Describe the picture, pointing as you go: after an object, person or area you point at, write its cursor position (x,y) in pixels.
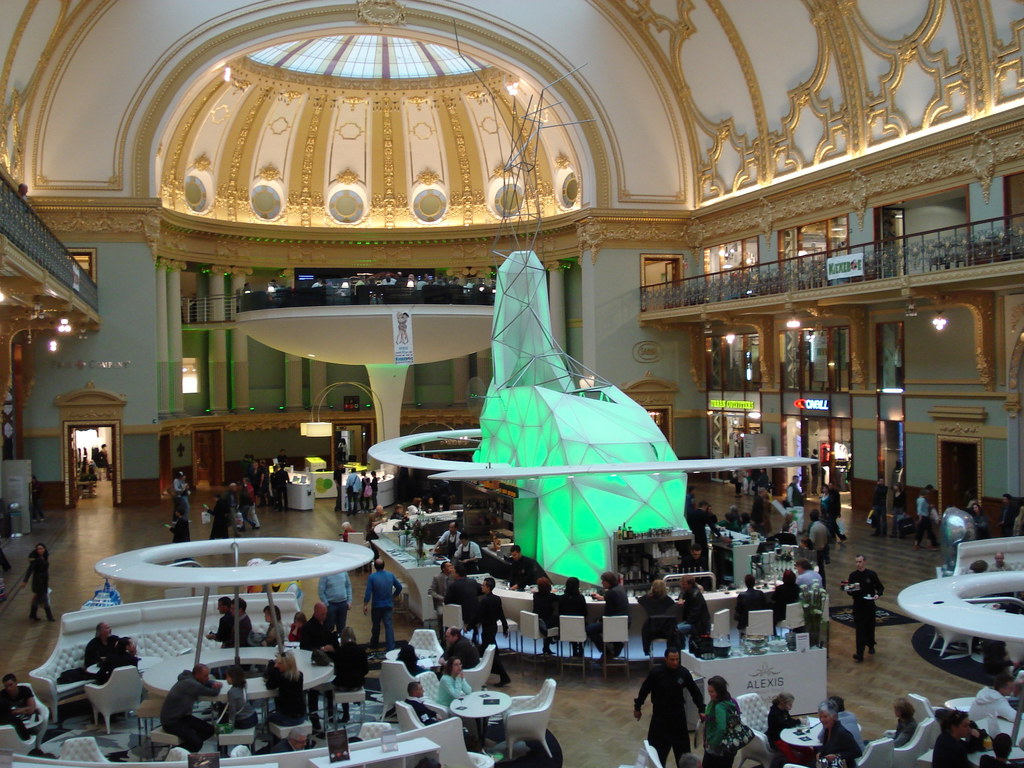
In this picture I can see there is a shopping area (408,662), there are a few people (446,650) sitting on the chairs (244,736), a few are standing and few of them are walking. There are few tables (788,662), there are few wine bottles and there are lights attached to the ceiling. I can see there is a railing (682,297) on the first floor (729,288). There are few windows (800,248) and they are lights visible from the window (889,221).
